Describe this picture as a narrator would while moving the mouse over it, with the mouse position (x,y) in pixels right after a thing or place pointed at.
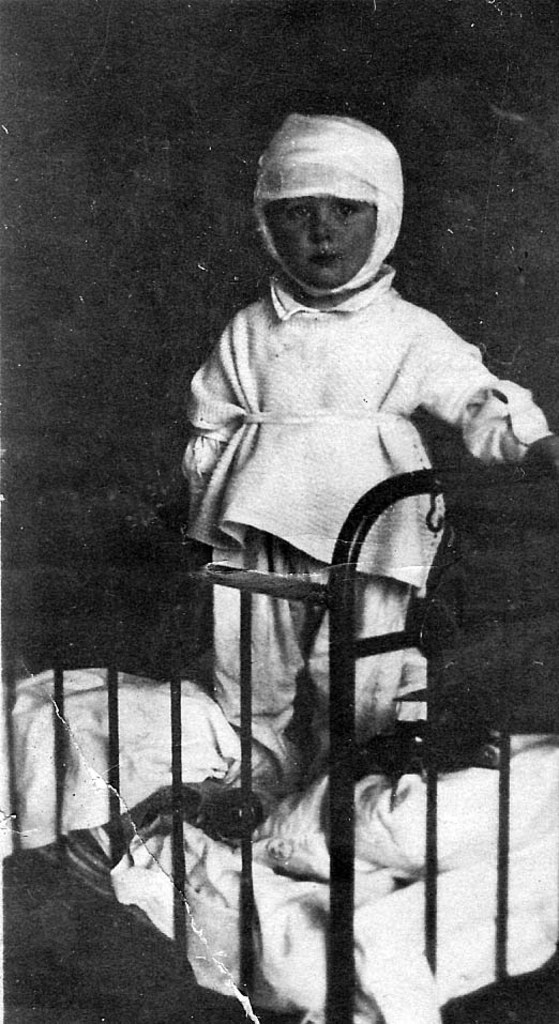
In this picture we can see a kid (334,530) standing on the bed (332,629). The background (222,49) is dark.
